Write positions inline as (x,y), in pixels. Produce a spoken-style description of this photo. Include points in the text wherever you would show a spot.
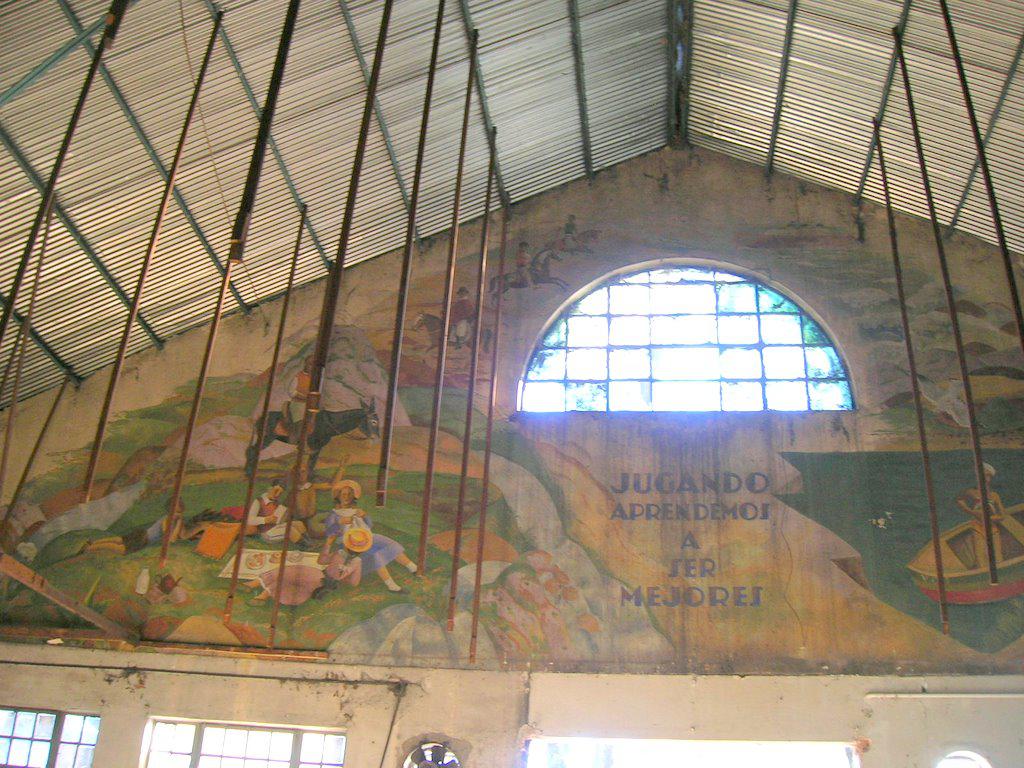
In the picture I can see a wall (463,581) which has few paintings (402,524) drawn on it and there is a glass window (650,338) in between it and there are few iron rods (361,152) attached to the roof (464,68) above it and there are some other objects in the background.
